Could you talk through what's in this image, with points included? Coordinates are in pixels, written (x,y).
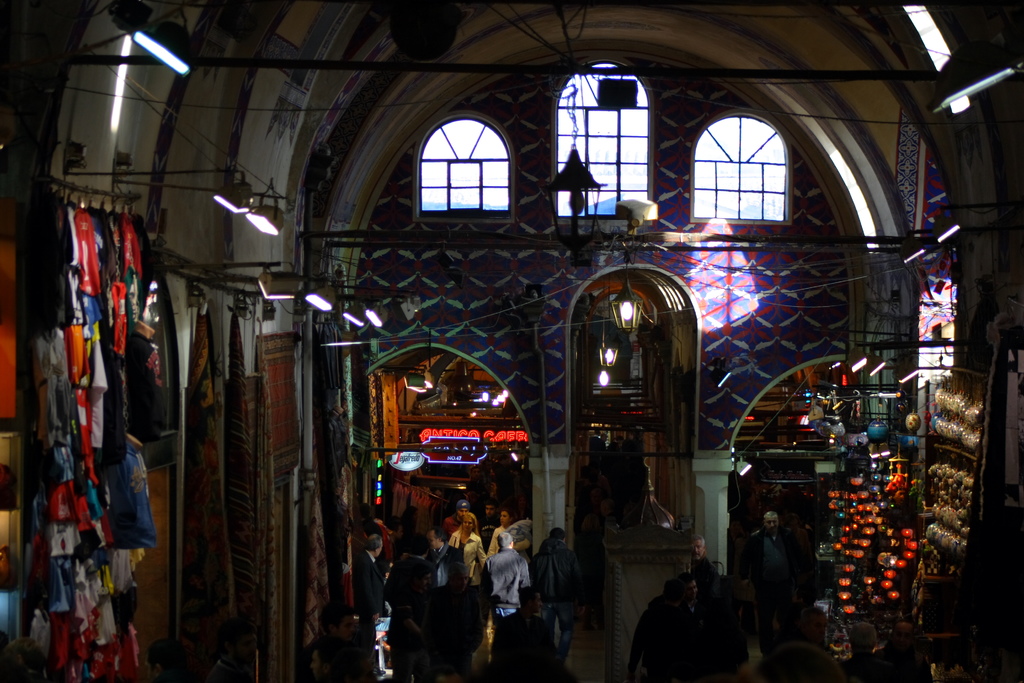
There are people (768,566), it seems like lanterns (865,552), racks (931,546) and other items (643,533) at the bottom side of the image (927,653), there are lamps (632,201), metal rods (813,76) and a lantern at the top side (574,220), there are arches (435,80) and windows (722,125) in the background (719,209), it seems like clothes (126,355) on the left side (101,332).
